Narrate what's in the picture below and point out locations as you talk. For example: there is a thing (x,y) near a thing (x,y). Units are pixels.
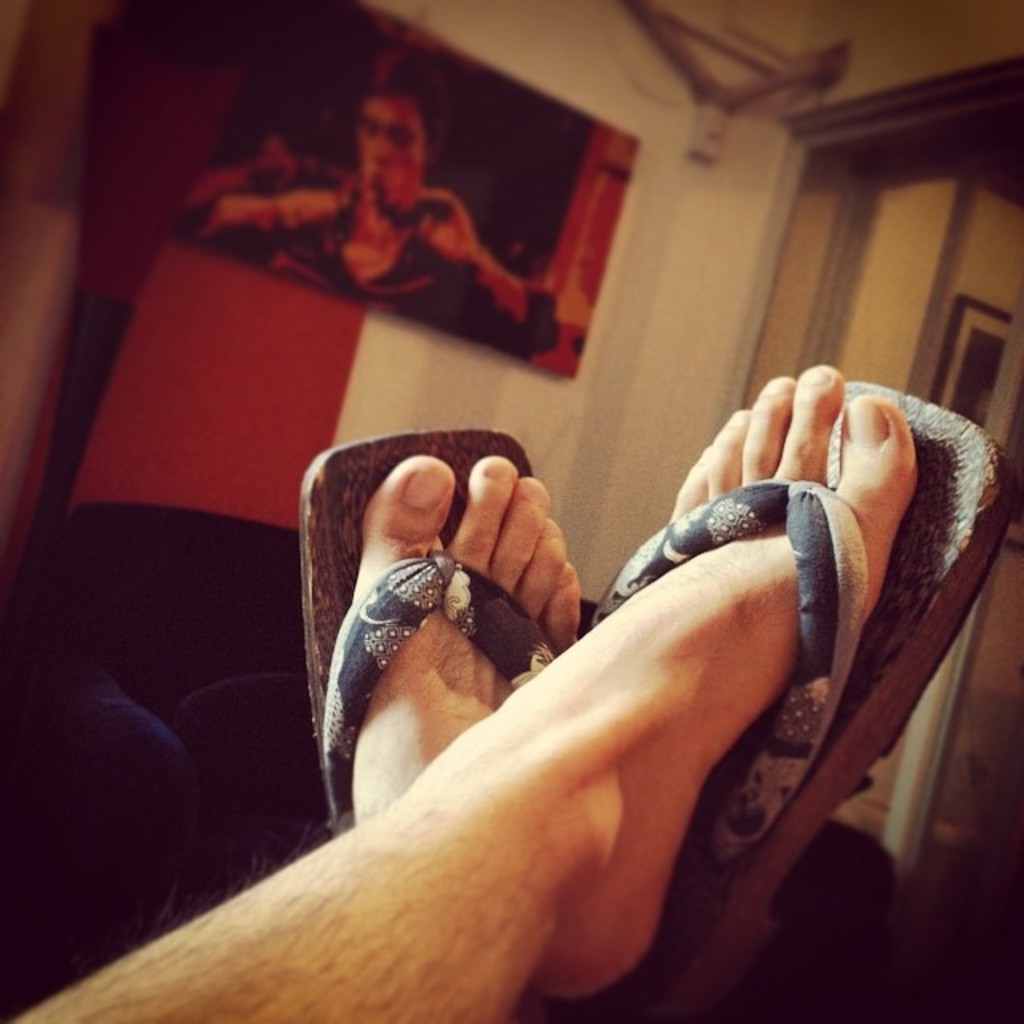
In the picture we can see the legs (870,479) with a footwear (330,718) and behind it, we can see the cushion (269,702) near the wall (705,271) and on the wall (647,254) we can see the poster (403,271).
